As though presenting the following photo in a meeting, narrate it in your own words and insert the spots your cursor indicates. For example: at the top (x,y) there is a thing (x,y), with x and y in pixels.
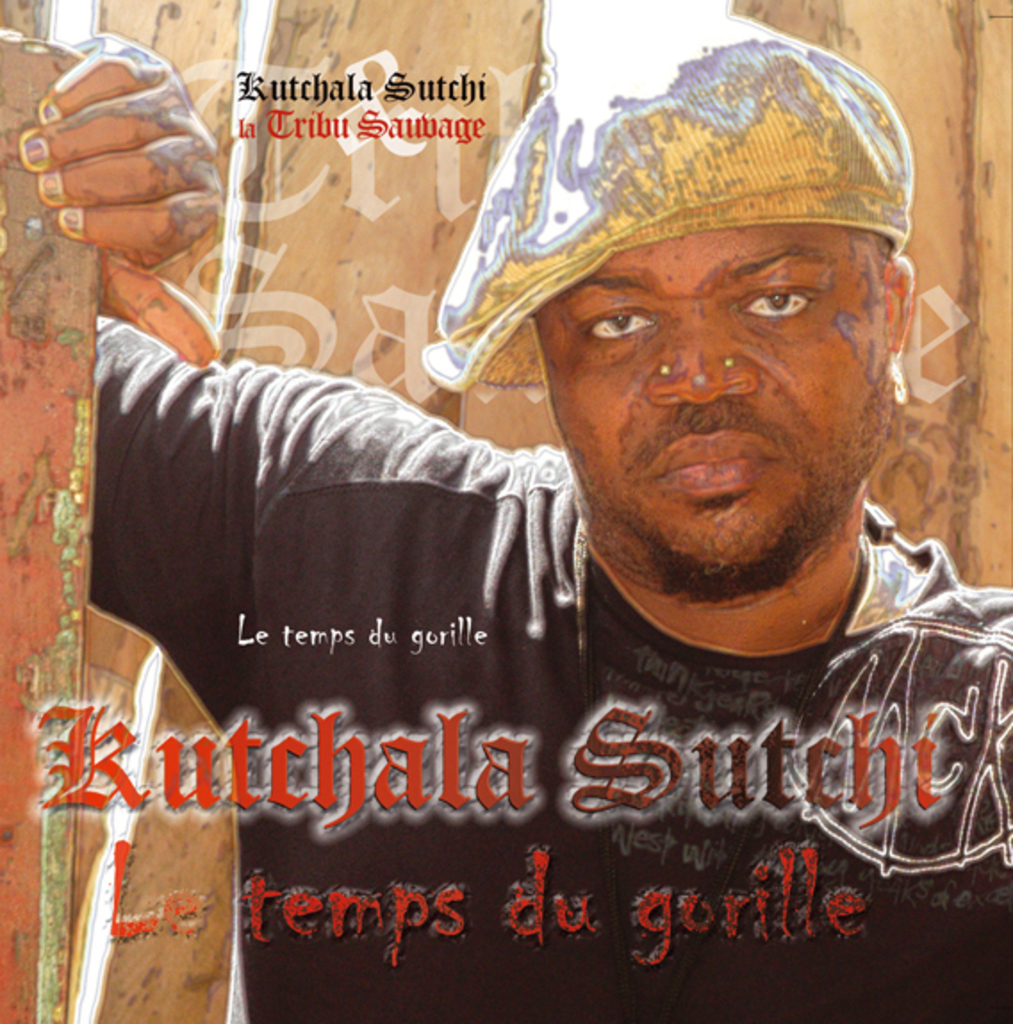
This is a poster having the image of a person (459,511) who is in black color T-shirt (372,458), holding a pole (41,97) with one hand (65,91). In the background (247,250), there is a wall (966,471). And there are texts (728,895).
